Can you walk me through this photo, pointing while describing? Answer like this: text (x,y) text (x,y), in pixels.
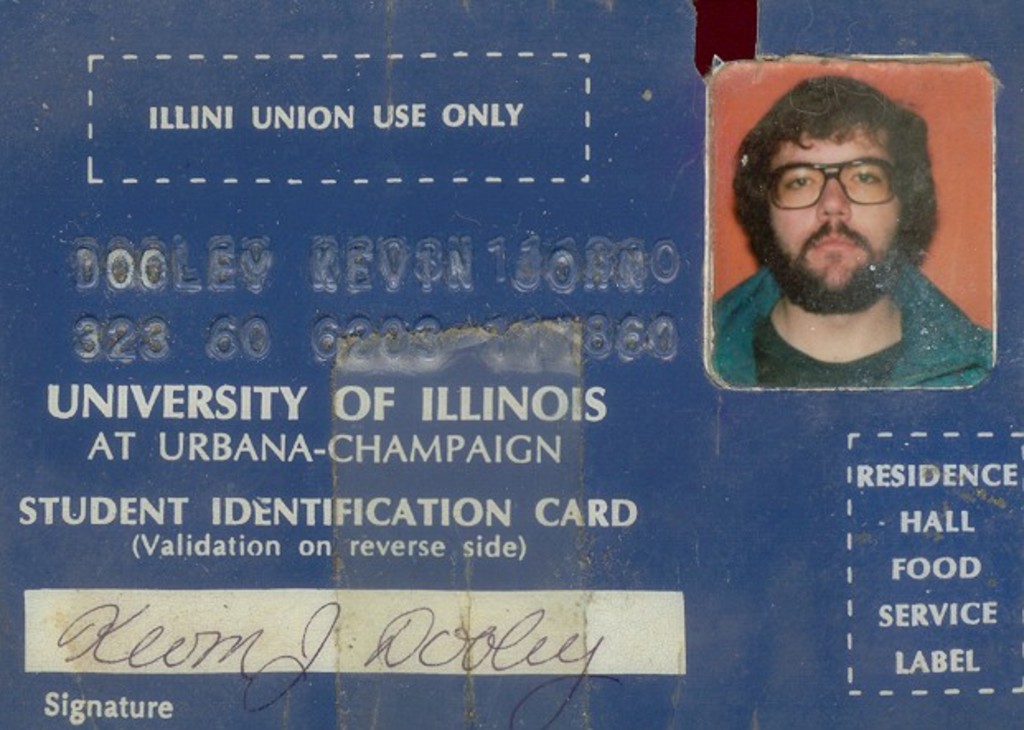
In this image there an student identification card (127,452), in this there is a photo (733,138) of a person (898,330) he is wearing green color jacket (907,372) and black color T-shirt (827,362).
